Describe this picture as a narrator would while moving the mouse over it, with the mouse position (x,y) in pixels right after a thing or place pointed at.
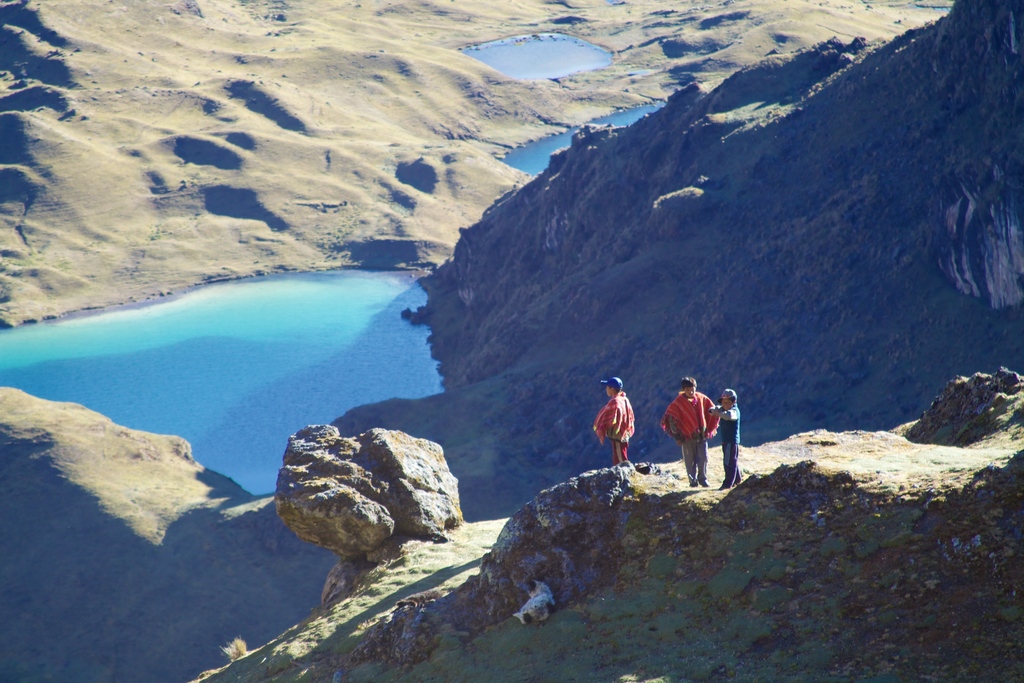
There are three persons (689,472) standing on a cliff (690,632) and we can see a rock (454,522) at the edge. In the background (452,228) we can see water (349,317) at random places on the ground (179,214) and grass (163,102) on the ground (754,56) and we can see a cliff (805,207) on the right side (805,207).
